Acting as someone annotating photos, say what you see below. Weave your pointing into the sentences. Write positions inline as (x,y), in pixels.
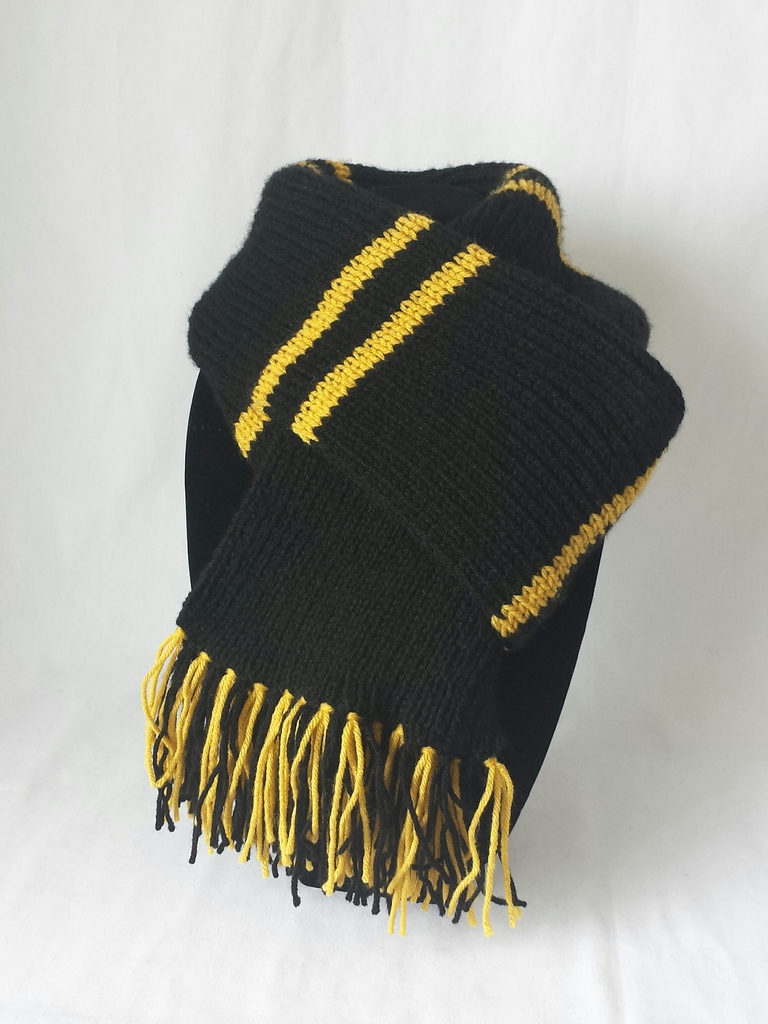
In the center of the image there is a black color scarf (451,848) on white color surface (652,827).
